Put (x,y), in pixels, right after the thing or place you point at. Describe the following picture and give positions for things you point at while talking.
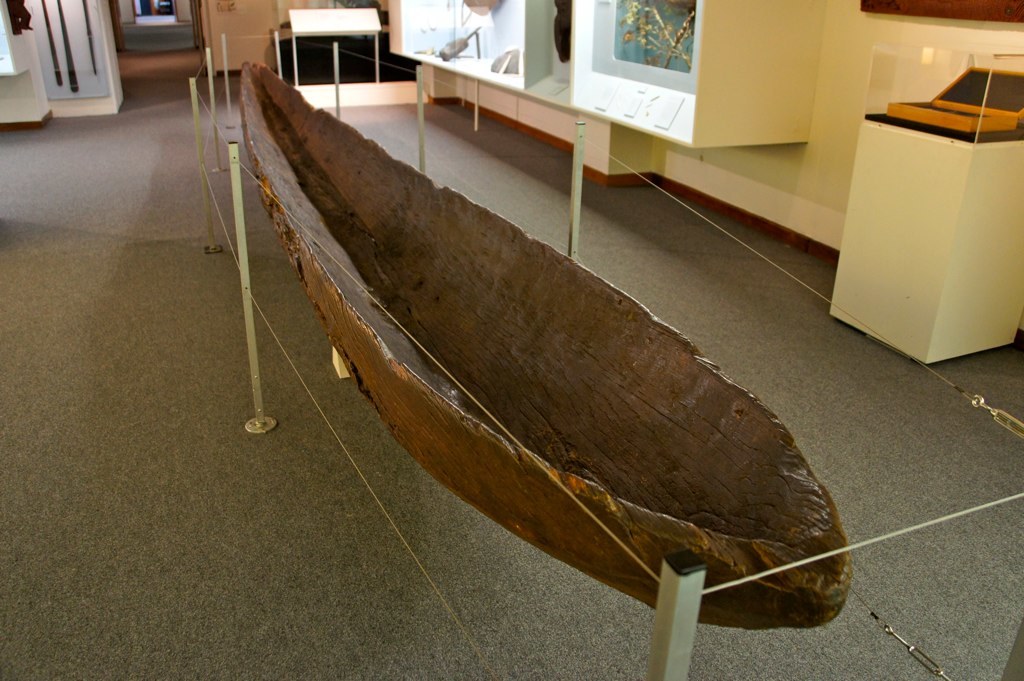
In this image I can see a boat (757,461) in the centre (650,452) and around it I can see number of poles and wires (732,239). I can also see few other stuffs (73,74) in the background (716,102).
